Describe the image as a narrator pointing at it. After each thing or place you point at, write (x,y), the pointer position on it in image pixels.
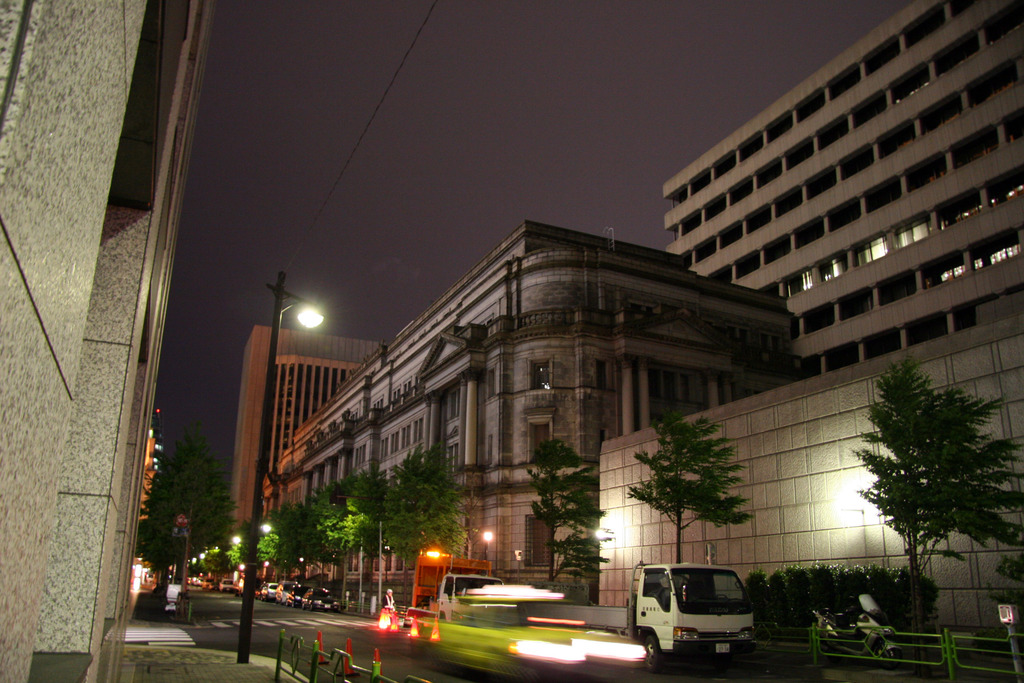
In this image, we can see vehicles (286,600) and traffic cones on the road (607,667) and in the background (367,343), there are trees (179,544), poles (190,554), buildings (340,442) and lights (146,572).
